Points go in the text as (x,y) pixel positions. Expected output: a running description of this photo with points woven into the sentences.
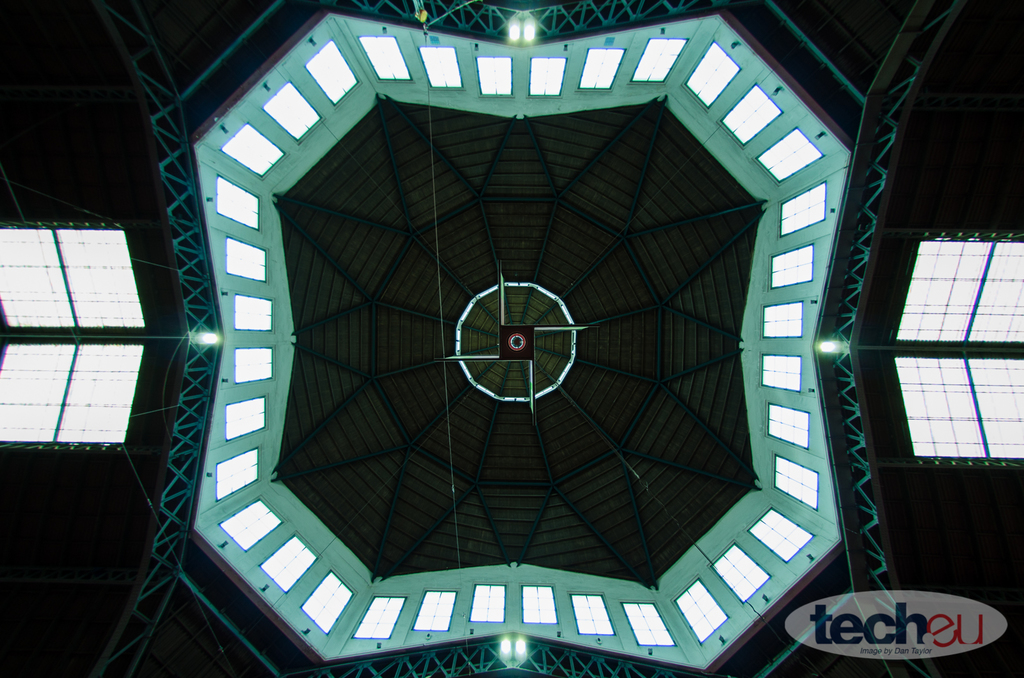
We can see lights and rods (627,7). In the background (914,191) it is dark. In the bottom right side of the image (814,610) we can see text (889,613).
